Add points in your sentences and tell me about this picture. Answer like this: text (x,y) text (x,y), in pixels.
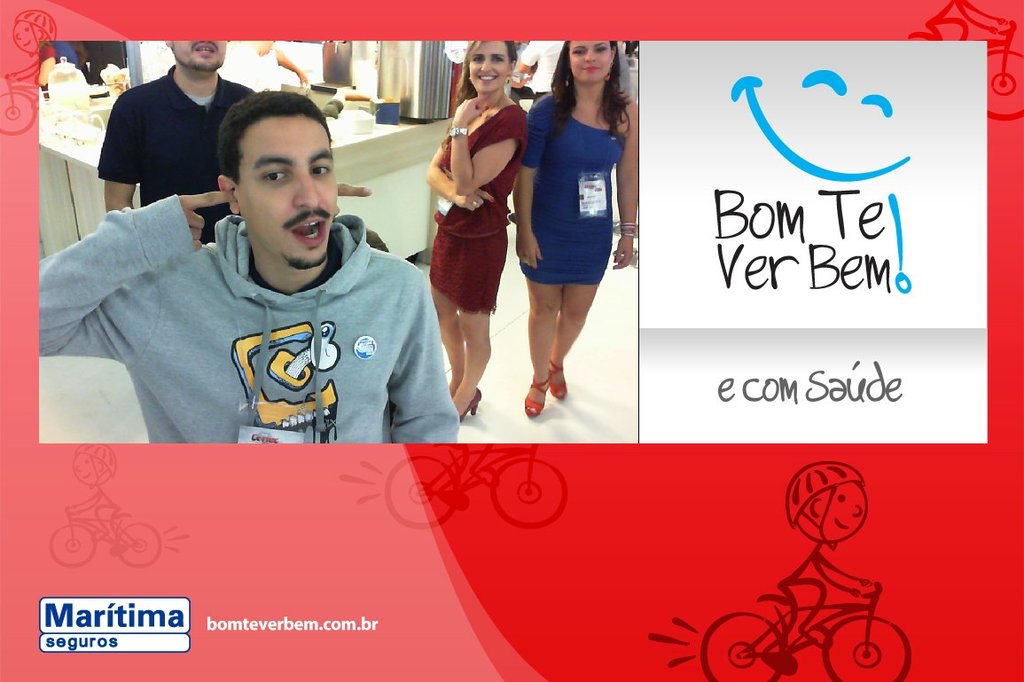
In this image there is a banner (394,462). There are pictures (518,342) and text (141,610) on the banner (289,597). In the top left (164,179) there are pictures (453,191) of four people (350,284) standing on the floor (423,270). They are smiling. Behind them there is a table (406,163). To the right (801,285) there is text (811,273) on the image. At the bottom (777,620) there are animated pictures (790,604) of a person (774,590) driving bicycle (764,622).
